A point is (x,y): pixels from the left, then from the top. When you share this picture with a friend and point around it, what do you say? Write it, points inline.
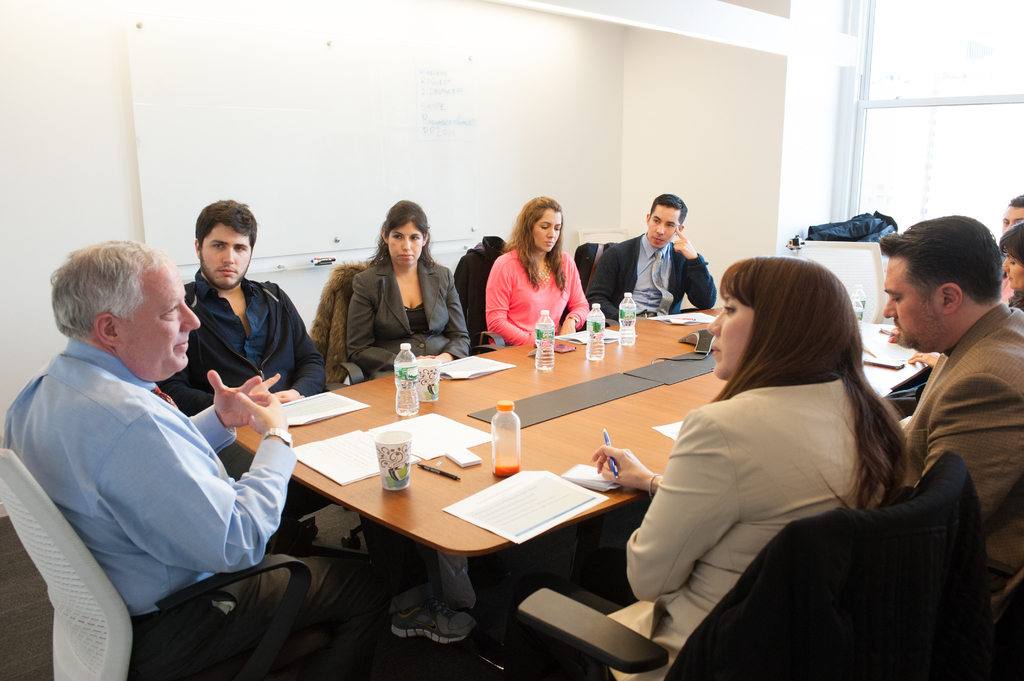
In the center of the image (548,442) there is a table (458,531) and we can see people (276,420) sitting around the table (462,411). There are bottles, papers (417,450), cups (387,475) and pens (605,439) placed on the table (541,448). In the background (487,215) we can see a board (222,179) and a wall (551,186). On the right (859,145) there is a window (912,169).
